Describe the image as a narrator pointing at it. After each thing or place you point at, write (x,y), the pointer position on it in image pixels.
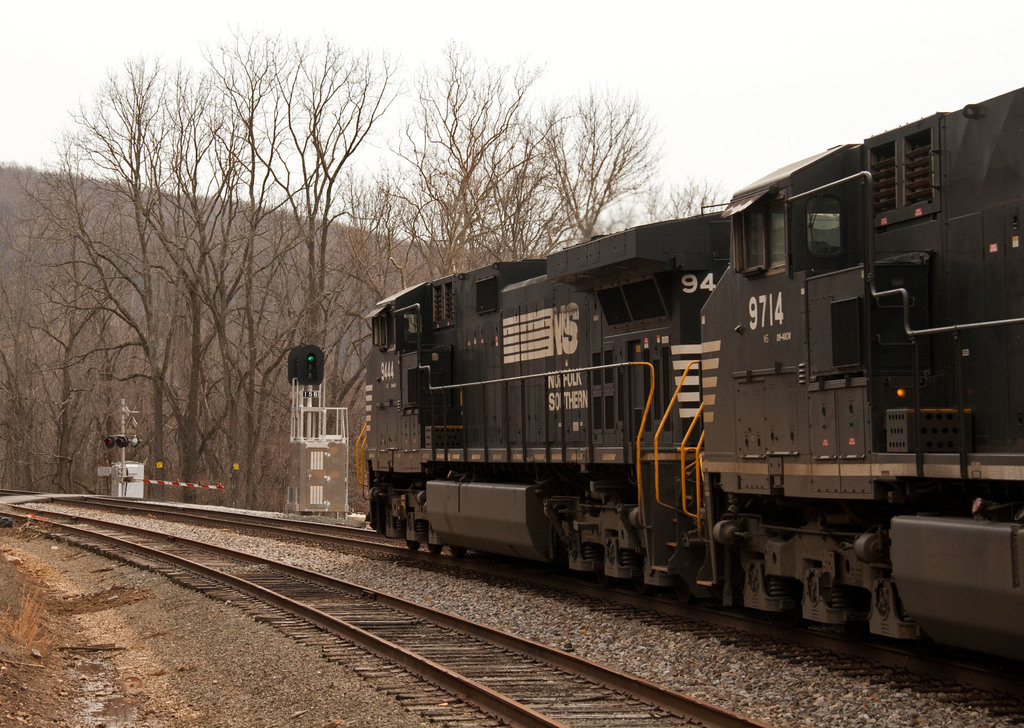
This picture shows a train (537,454) on the railway track (433,556) and we see trees (149,289) and a hill (319,256) and we see another railway track (305,574) and a cloudy sky (860,112).
